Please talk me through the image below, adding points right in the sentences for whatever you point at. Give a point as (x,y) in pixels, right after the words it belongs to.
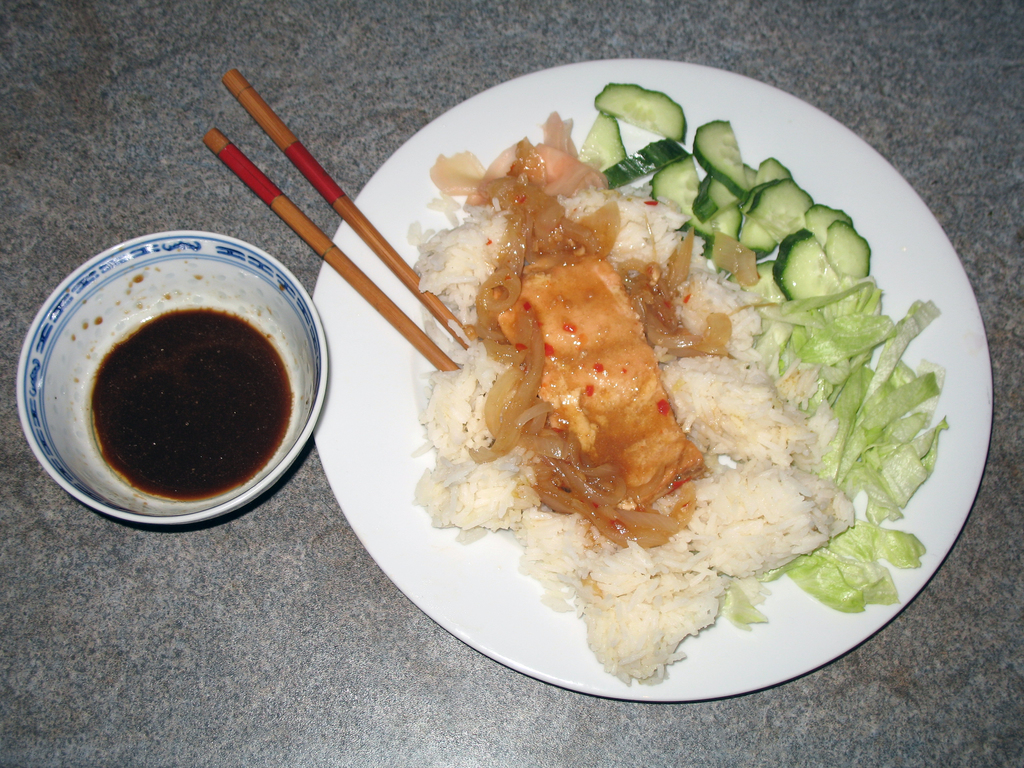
It is a picture, there is a plate (681,331) on which some food (680,375) is arranged there are also two chopsticks (422,344) beside the plate (384,341) there is a cup (298,346) which is filled up of sauce (193,382).
